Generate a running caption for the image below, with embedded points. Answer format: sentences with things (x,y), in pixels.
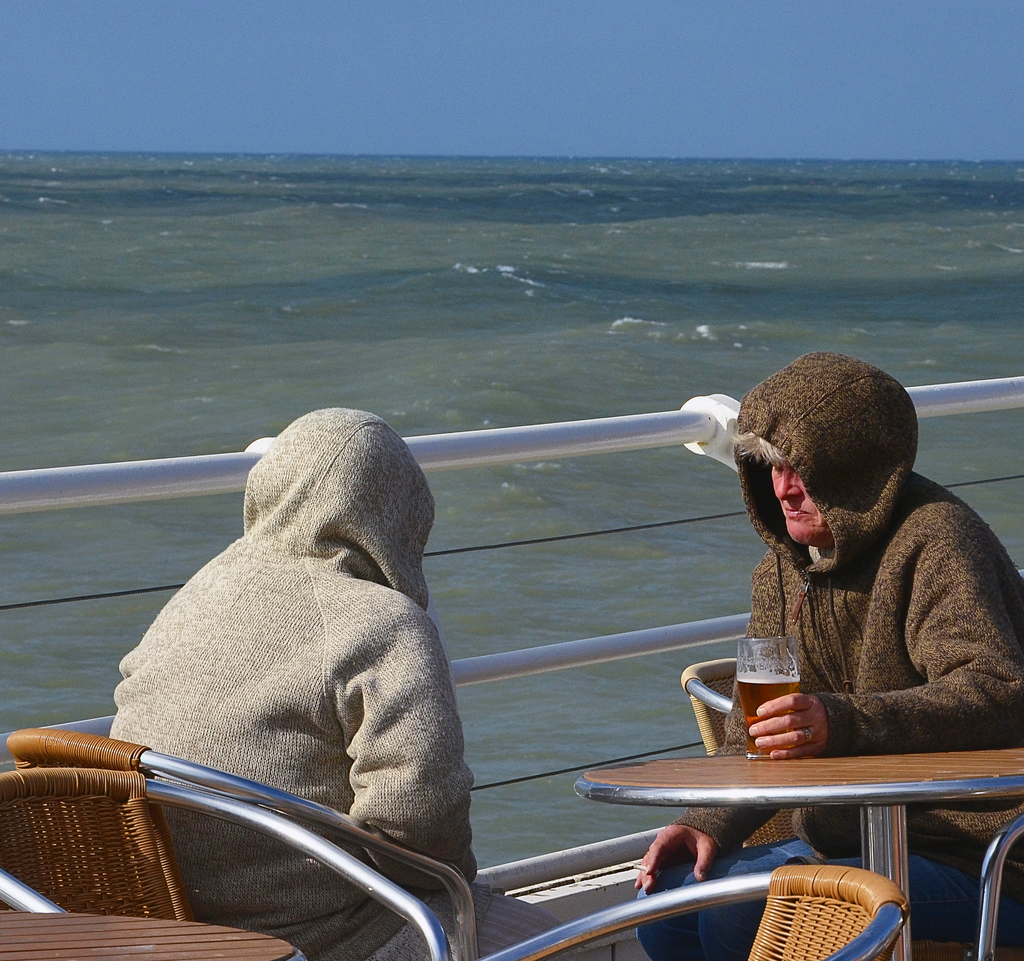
There is a person (345,490) in gray color coat (337,778) sitting on a chair (399,853) in front of other person (855,434) who is in brown color coat (898,491) and is sitting on other chair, placing hand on the table (662,767) and holding a glass (757,750) which is filled with drink (745,702). On the left side (31,838), there are chairs (45,844) arranged in a table (96,943). In the background (488,440), there is a white color fencing (569,427), there is an ocean (614,316) and there is sky (369,69).
